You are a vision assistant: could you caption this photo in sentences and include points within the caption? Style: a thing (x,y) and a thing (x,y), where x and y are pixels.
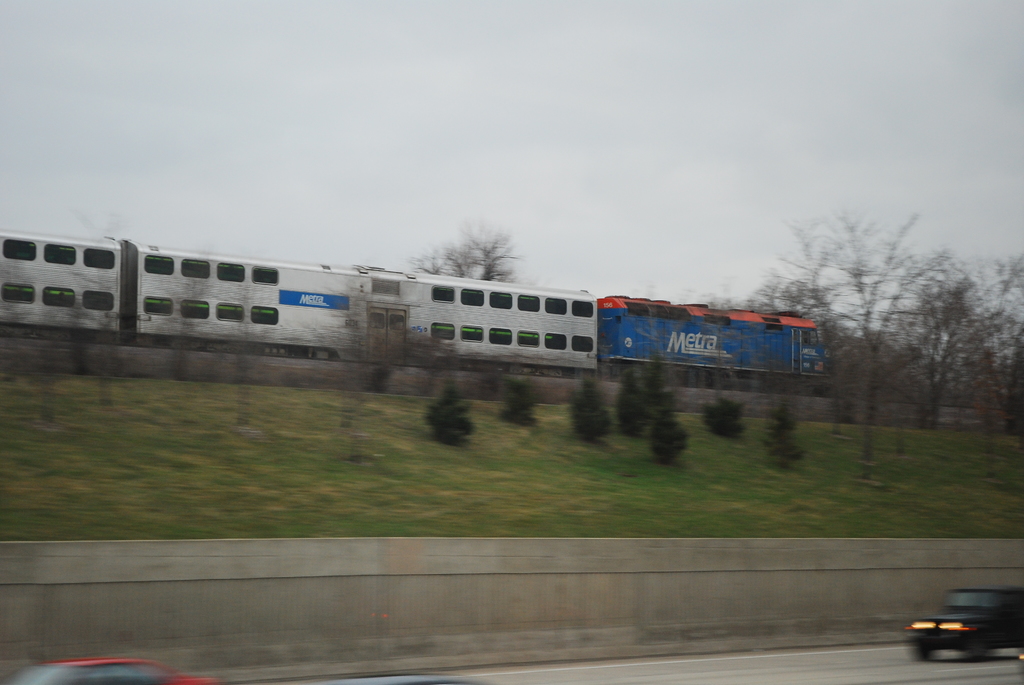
In this image we can see the train (372,309). We can also see the plants (505,416), grass (196,521), trees (958,302) and also the sky (433,140). At the bottom (1005,610) we can see the vehicles (107,662) passing on the road (757,659).
